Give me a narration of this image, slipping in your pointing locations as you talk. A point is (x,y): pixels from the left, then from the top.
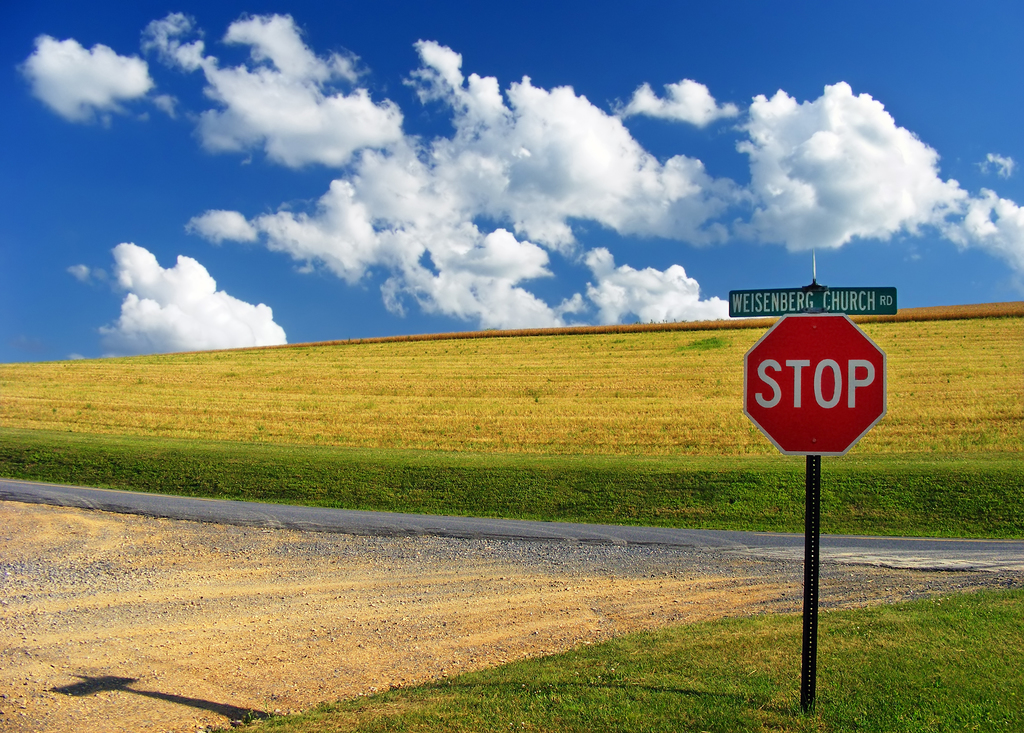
In the foreground of this image (785,354), there is a stop sign board (804,358) on the grass (722,690). In the background (277,516), there is a road (319,509), plants (341,486), the sky (341,281) and the cloud (451,241).
